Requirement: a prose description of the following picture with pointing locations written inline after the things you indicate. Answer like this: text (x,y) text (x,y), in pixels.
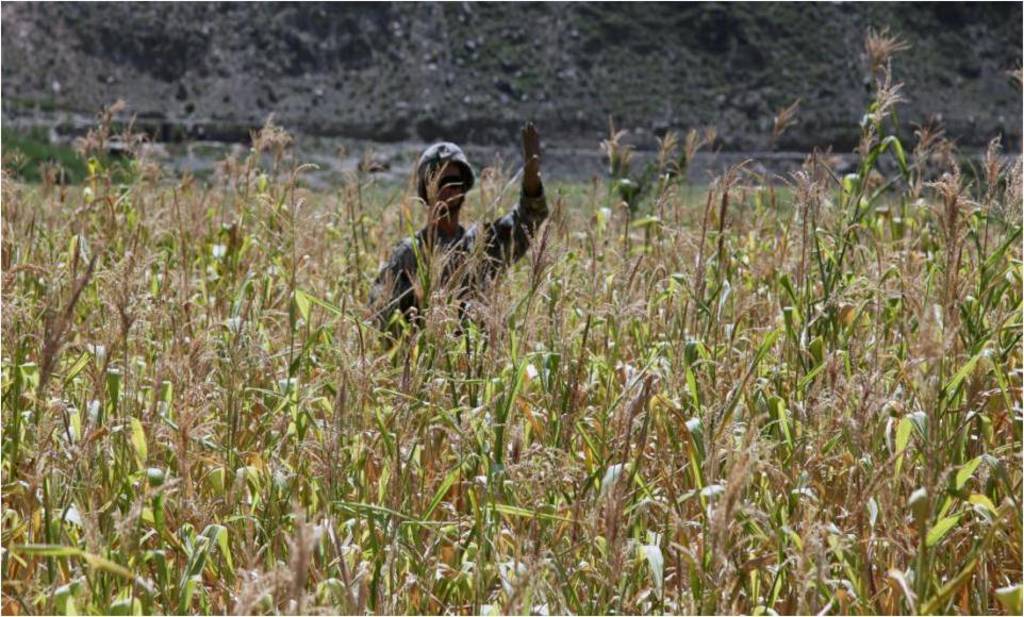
In this image we can see a person (411,270) standing in the middle of the plants (430,301) and in the background of the image (384,95) there is mountain (348,91).
